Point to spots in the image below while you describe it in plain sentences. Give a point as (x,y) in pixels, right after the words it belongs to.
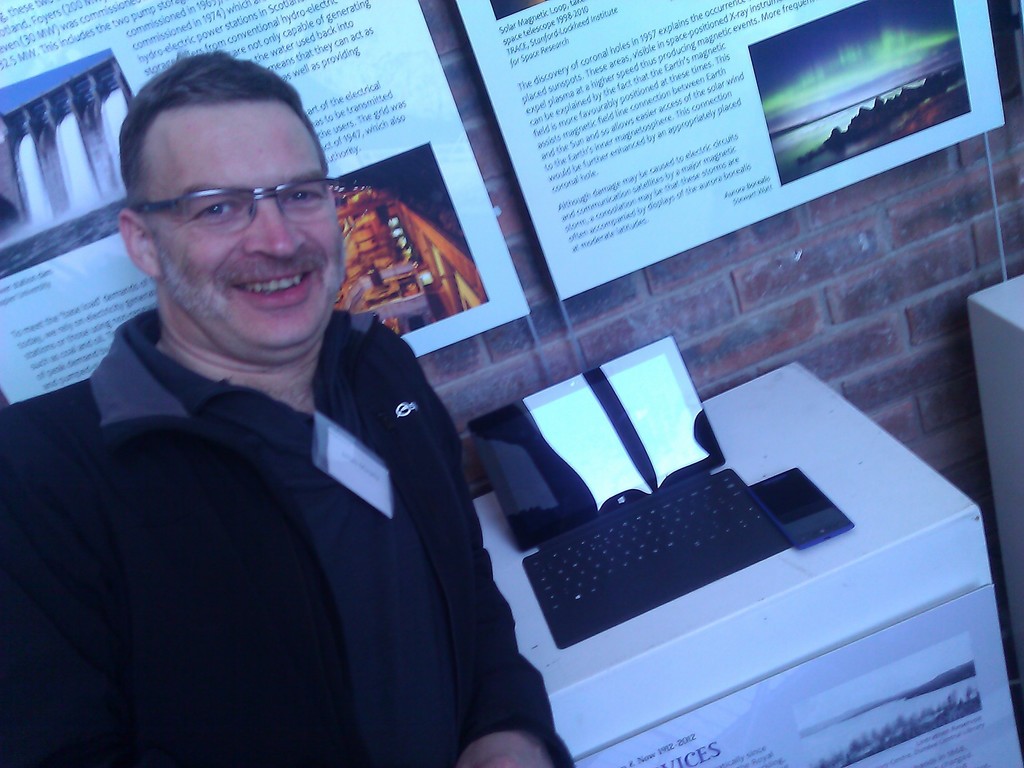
In this image there is a person (248,472) standing with a smile on his face (262,319), beside the person (280,572) on the table (706,586) there is a laptop (727,568) and a mobile (809,521), beside the table (897,459) there is another table (979,295), behind the person (297,117) there are posters (422,199) on the wall (956,307).
